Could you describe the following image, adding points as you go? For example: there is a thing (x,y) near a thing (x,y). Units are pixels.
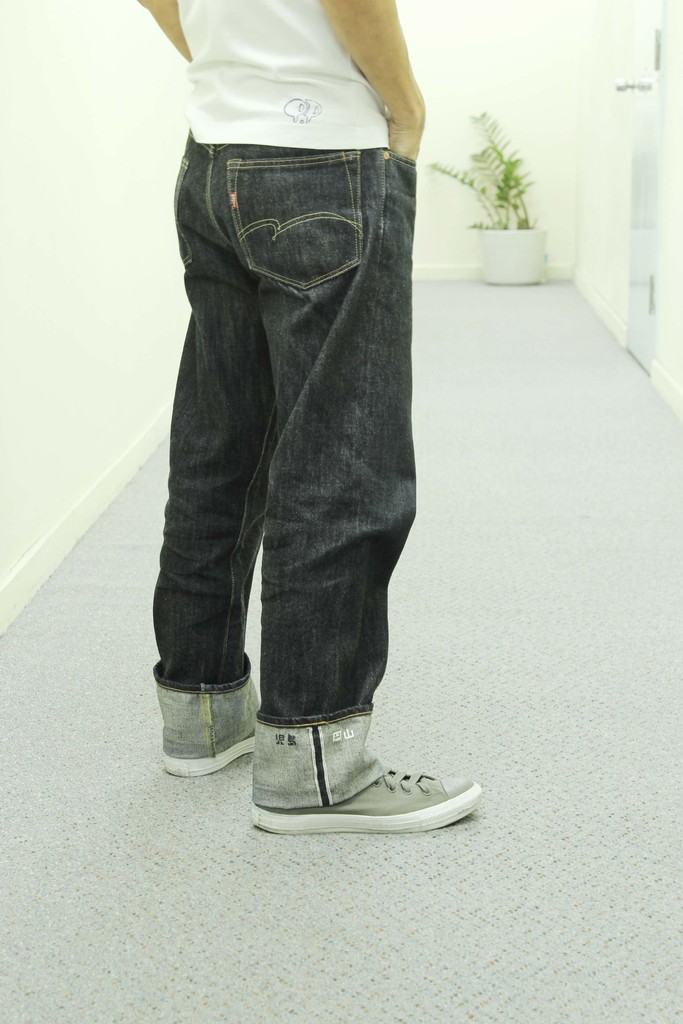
In this image we can see a person (330,301). There is a house plant (504,178) in the image. There is a white color wall (106,222) in the image.
